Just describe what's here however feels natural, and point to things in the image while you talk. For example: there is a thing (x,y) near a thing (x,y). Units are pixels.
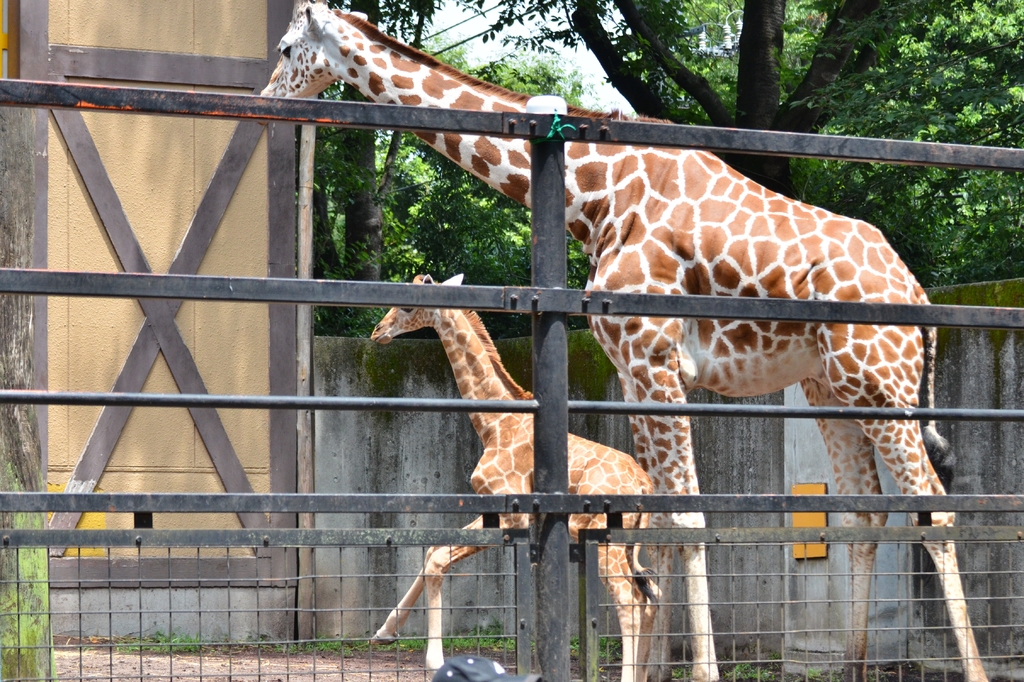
In this image we can see two giraffes (433,597) and a fence (876,654). In the background (818,667) we can see grass (372,644), wall (174,414), trees (906,7), and sky (610,26).
